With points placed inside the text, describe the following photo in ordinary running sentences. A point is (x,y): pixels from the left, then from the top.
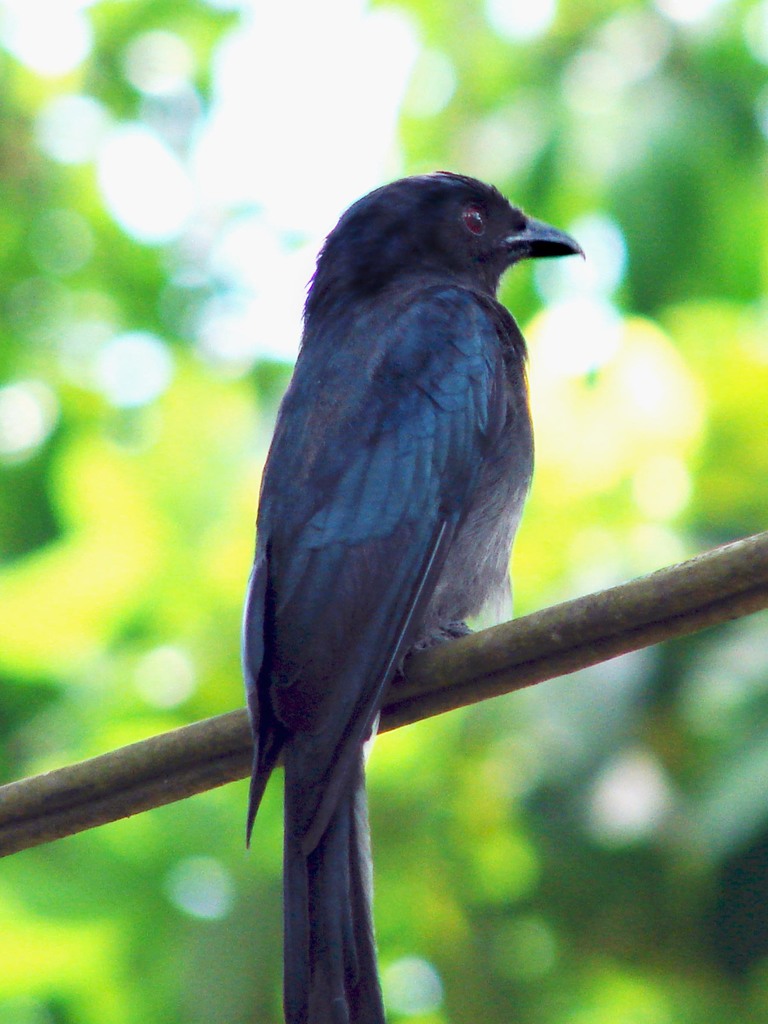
In this picture we can see a bird (388,591) sitting on a wooden stick (45,816). Background (17,685) is blurry.
